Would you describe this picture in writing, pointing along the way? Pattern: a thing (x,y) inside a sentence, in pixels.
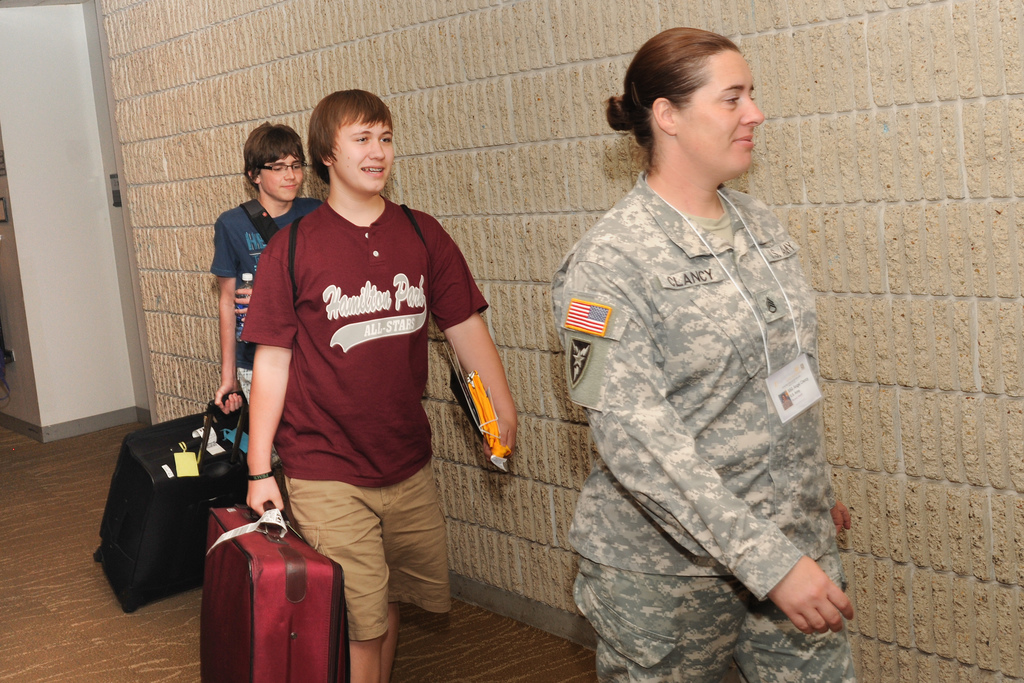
In this image there are three persons (654,341) who are walking and they are holding luggages (225,482) and bags (259,543), and on the top (308,57) there is a wall (793,52) and on the left side (62,151) there is a wall (61,309).
